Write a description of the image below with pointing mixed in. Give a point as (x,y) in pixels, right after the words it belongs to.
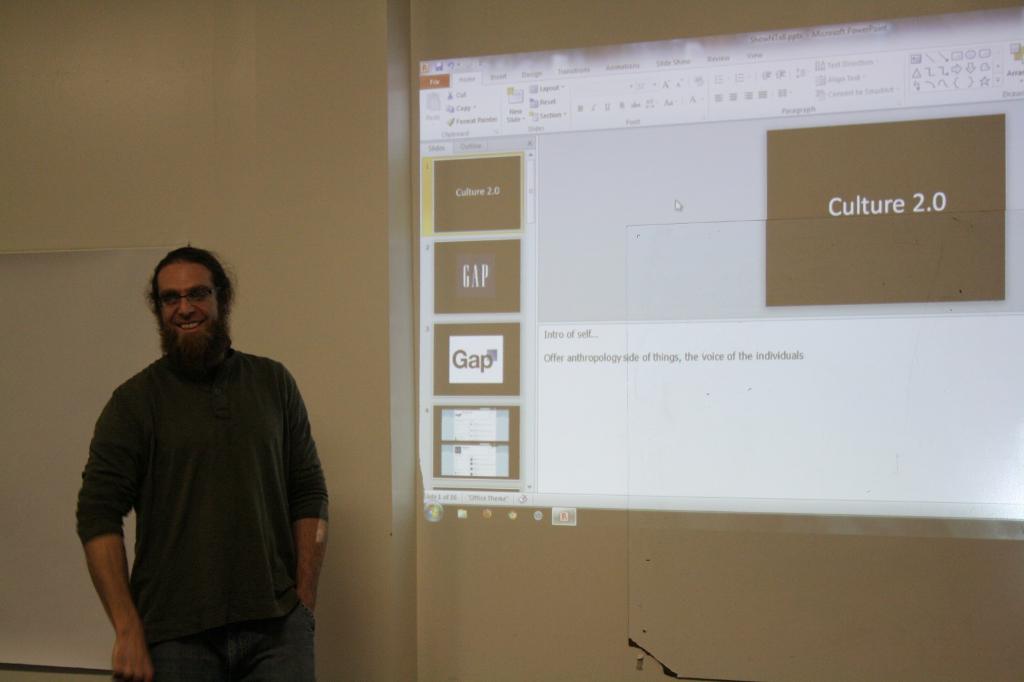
In this image we can see a man (224,368) is standing and smiling. He is wearing grey color t-shirt (214,440). Behind screen (635,315) is present.
